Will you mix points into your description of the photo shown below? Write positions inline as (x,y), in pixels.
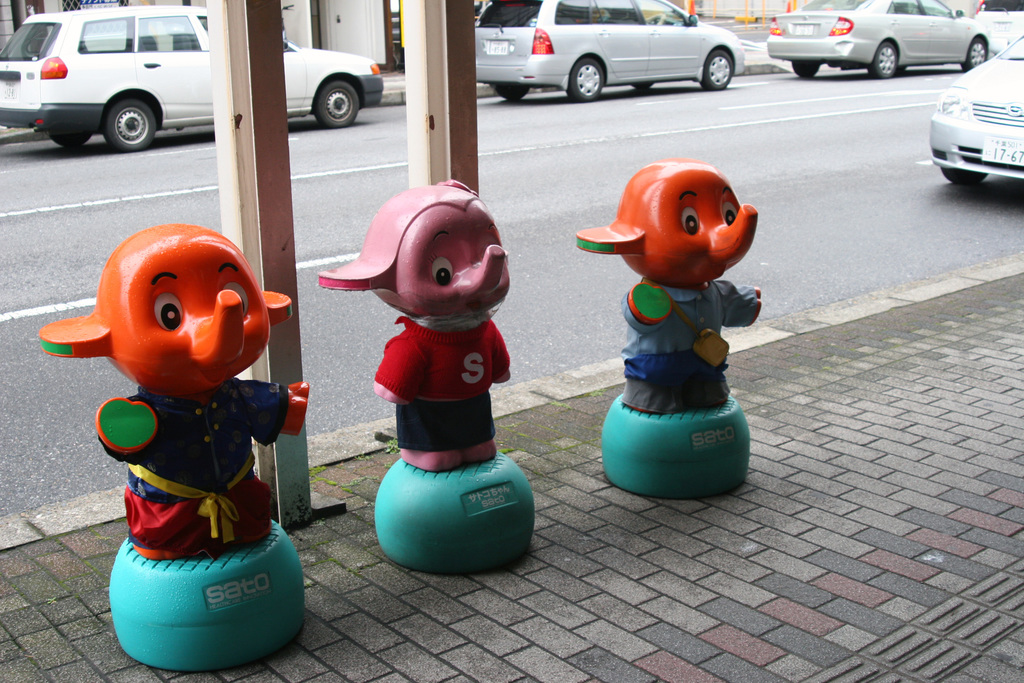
In this image I can see three toys (235,479) to the side of the road (26,310). These toys (425,384) are colorful. On the road (538,108) there are many vehicles (989,127) which are in white and ash color. In the background (348,24) I can see the buildings (313,31).
